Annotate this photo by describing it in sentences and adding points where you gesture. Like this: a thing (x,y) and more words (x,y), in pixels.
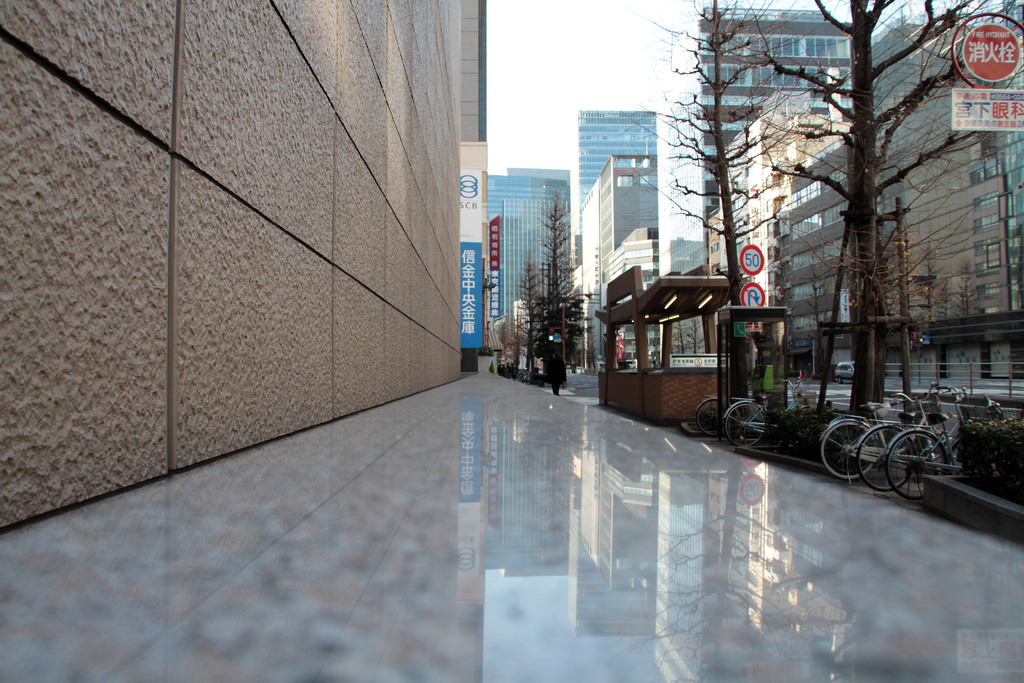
In this image we can see the buildings (795,202), trees (908,104), sign boards (1001,108) and also the bicycles (868,425) parked on the path (845,480). We can also see the plants (1000,422). On the left (262,59) we can see the building wall (451,151), banner (465,246) and also the path (505,463). We can also see the fence (939,368). Sky (540,71) is also visible.
